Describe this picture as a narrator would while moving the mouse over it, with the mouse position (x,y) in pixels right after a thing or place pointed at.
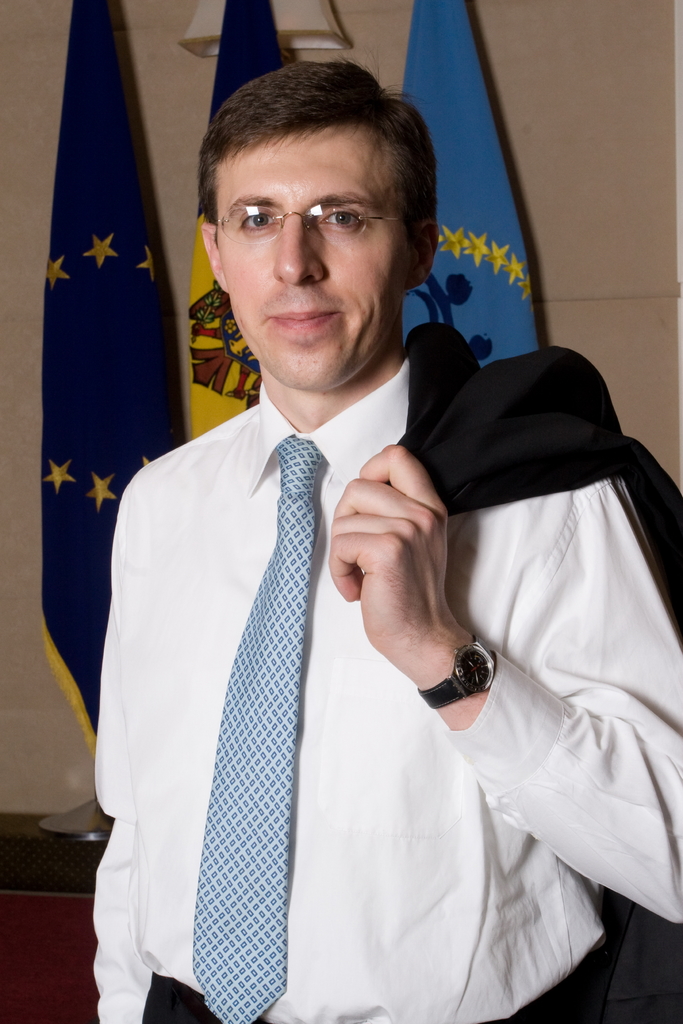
In this image there is a person (362,402) wearing glasses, behind him there are flags (65,624) on poles (79,831) and an object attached to the wall (161,231).
